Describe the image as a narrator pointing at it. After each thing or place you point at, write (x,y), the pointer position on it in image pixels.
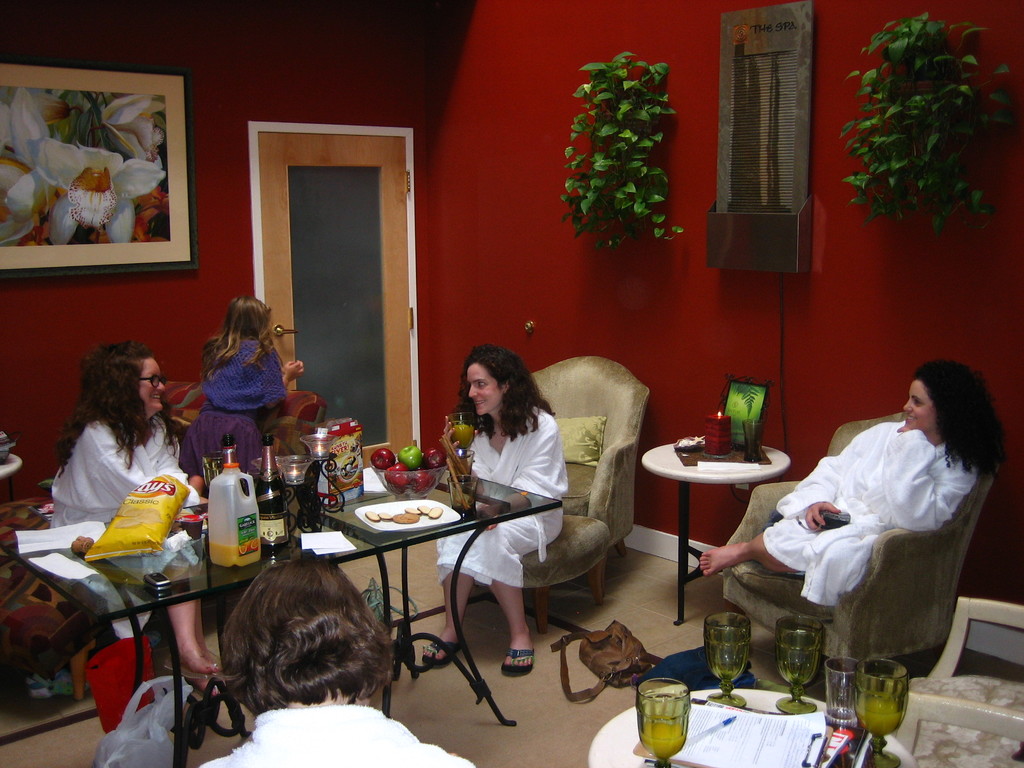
In this picture there women (124,417) sitting, smiling and they have a table (293,545) in front of them another person (939,432) sitting over here we have a red wall (542,127) is a plant (614,182) and is a photo frame (138,179) are there
